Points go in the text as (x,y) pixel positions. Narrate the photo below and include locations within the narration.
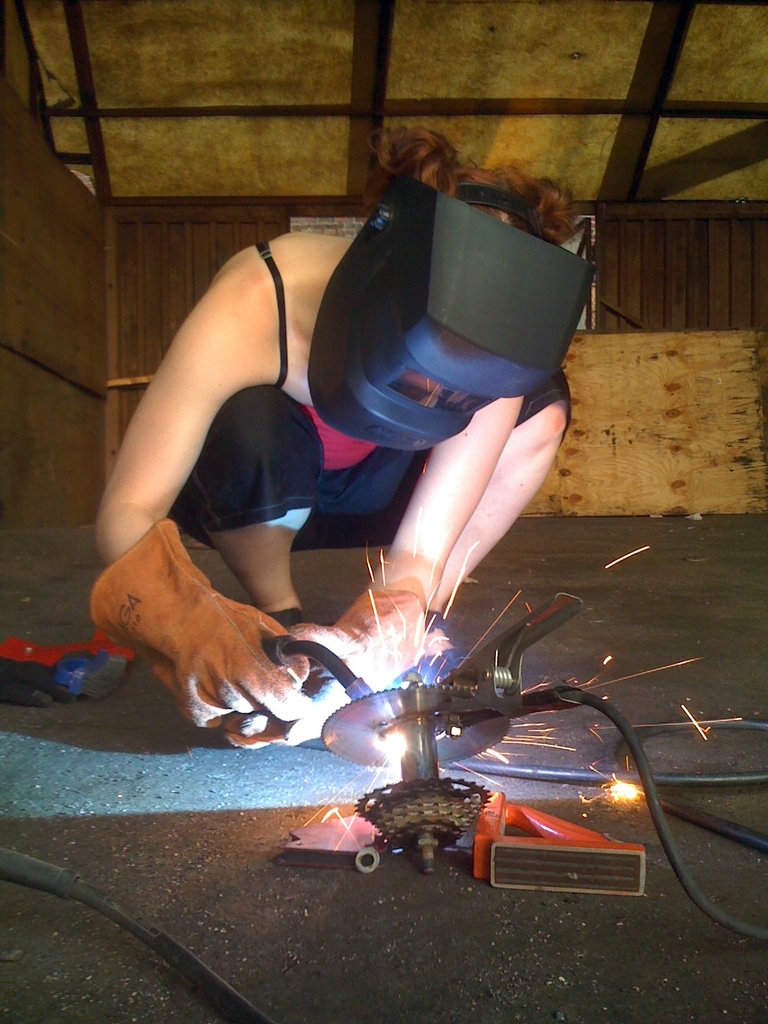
In the center of the image (409,547) we can see a person (433,584) wearing the mask (462,339) and a glove (266,665) holding a tool (284,652). We can also see a device (407,724), some pipes (94,907), fire work (501,756) and some objects (602,860) which are placed on the ground (410,894). On the backside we can see a wooden wall (619,216).
